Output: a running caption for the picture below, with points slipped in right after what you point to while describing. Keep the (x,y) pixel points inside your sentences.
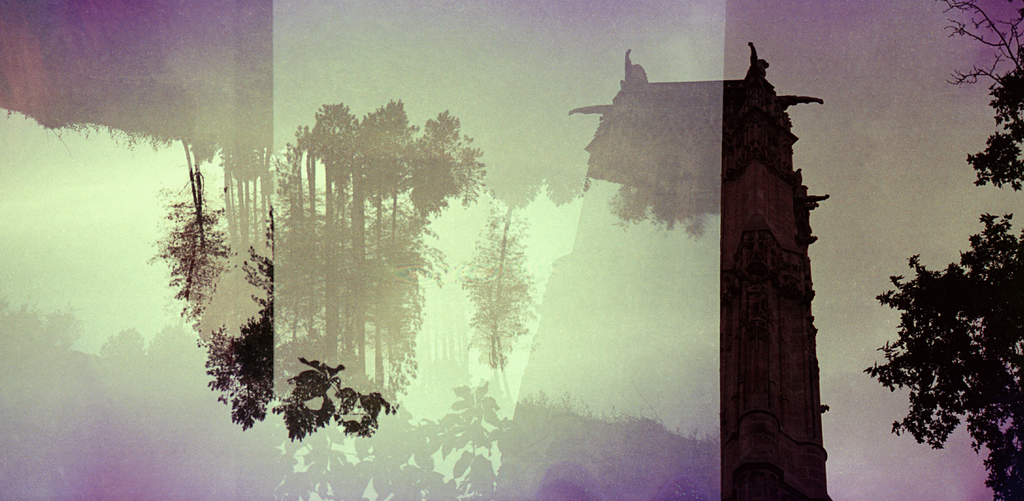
In this picture we can see a building (731,355) and some trees (1007,268), there is the sky (922,183) in the background (848,90).
